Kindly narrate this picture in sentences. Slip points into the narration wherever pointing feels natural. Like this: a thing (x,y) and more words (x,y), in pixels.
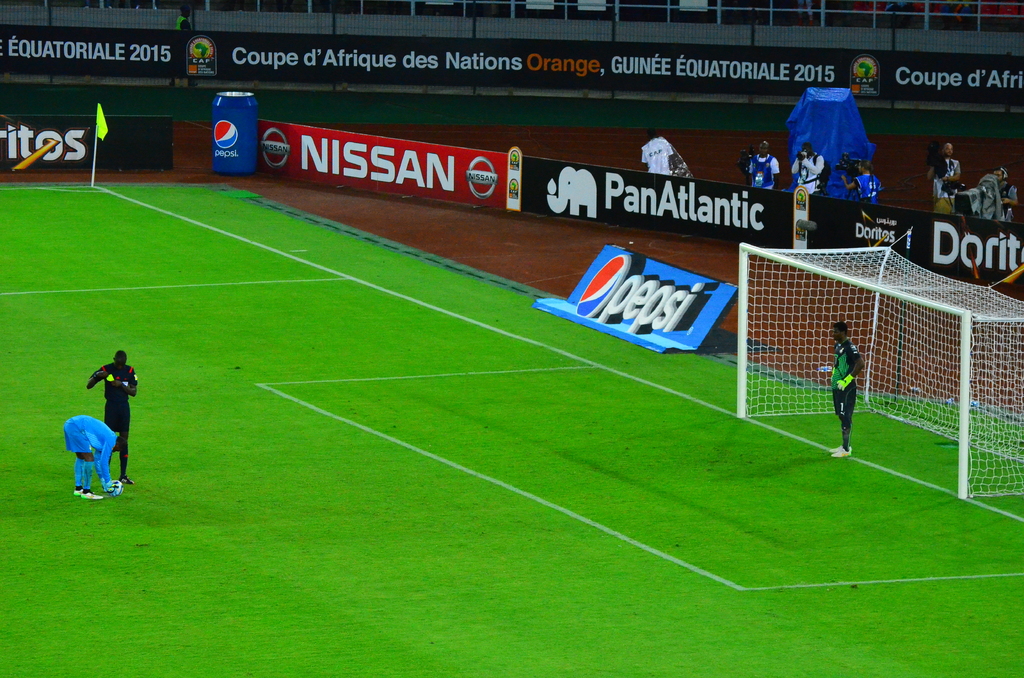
In the foreground of this image (309,511), on the left (114,406), there are two men (101,429) standing on the grass (118,533) and a man (104,488) is holding a ball (118,492). On the right (842,366), there is a man (857,358) standing in front of a goal net (941,334). In the background (558,184), there is a boundary banner (462,170), a flag (94,153), few persons (757,170) standing behind the banner (687,186), a blue cover (818,127) and the railing (668,20) at the top (354,30).
